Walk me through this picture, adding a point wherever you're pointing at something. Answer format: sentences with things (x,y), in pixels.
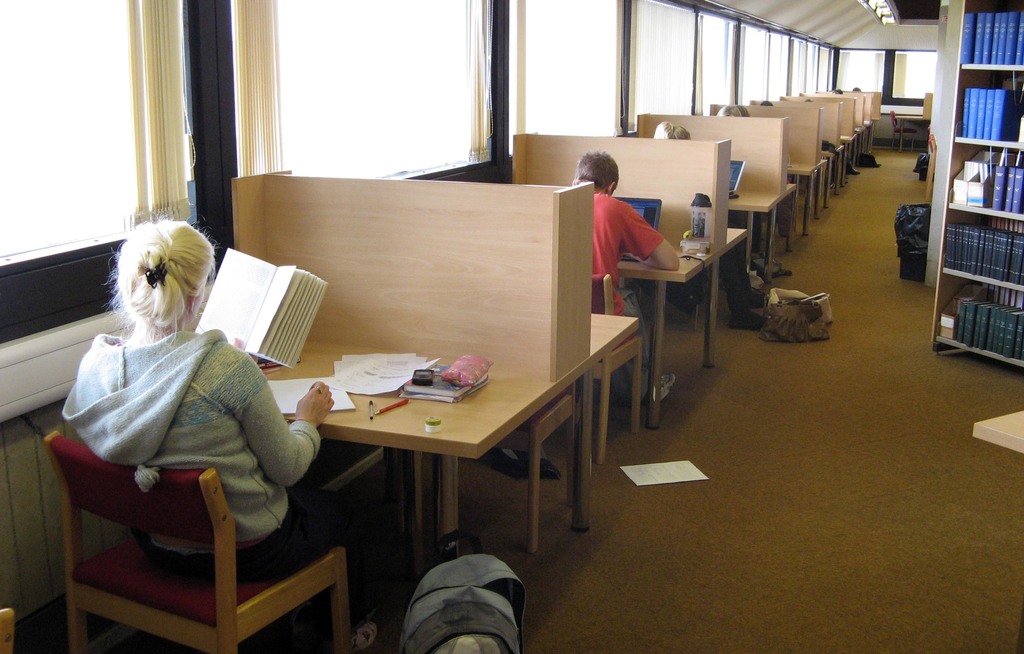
On the left (97,446) a woman (225,399) is sitting on the chair (201,505) and reading in the right (1004,284) there are bookshelves (1004,284).
